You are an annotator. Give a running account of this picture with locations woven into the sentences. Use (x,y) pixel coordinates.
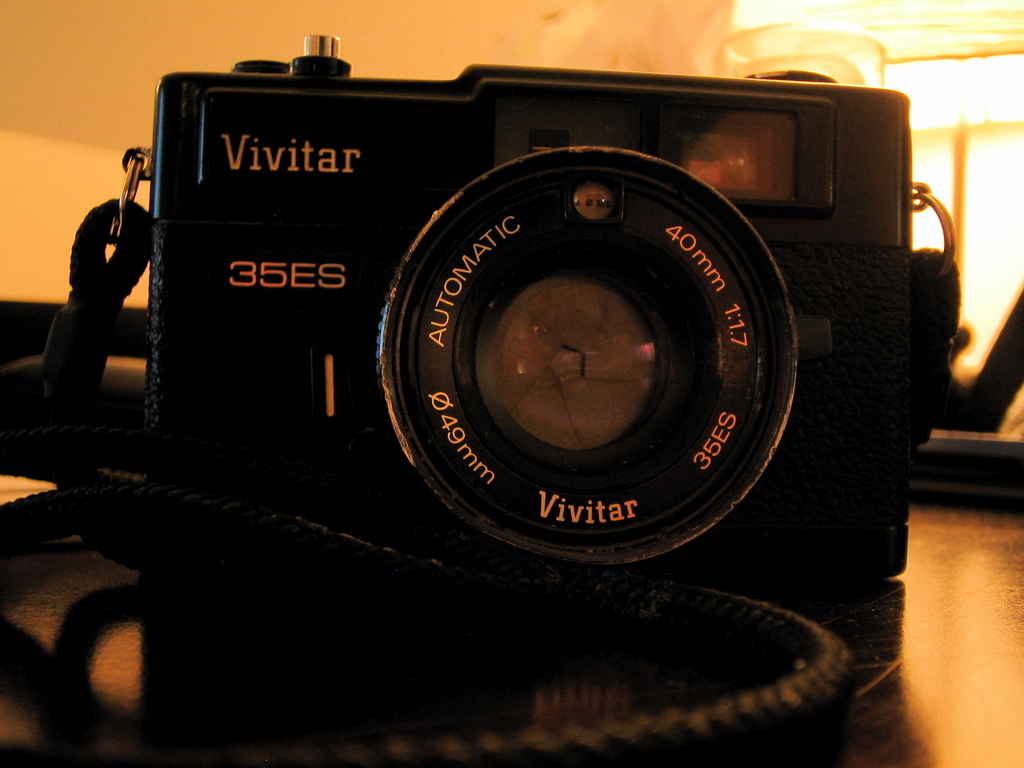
This image consists of a camera (584,359). It is in black color. There are lights (862,20) at the top (872,7).
